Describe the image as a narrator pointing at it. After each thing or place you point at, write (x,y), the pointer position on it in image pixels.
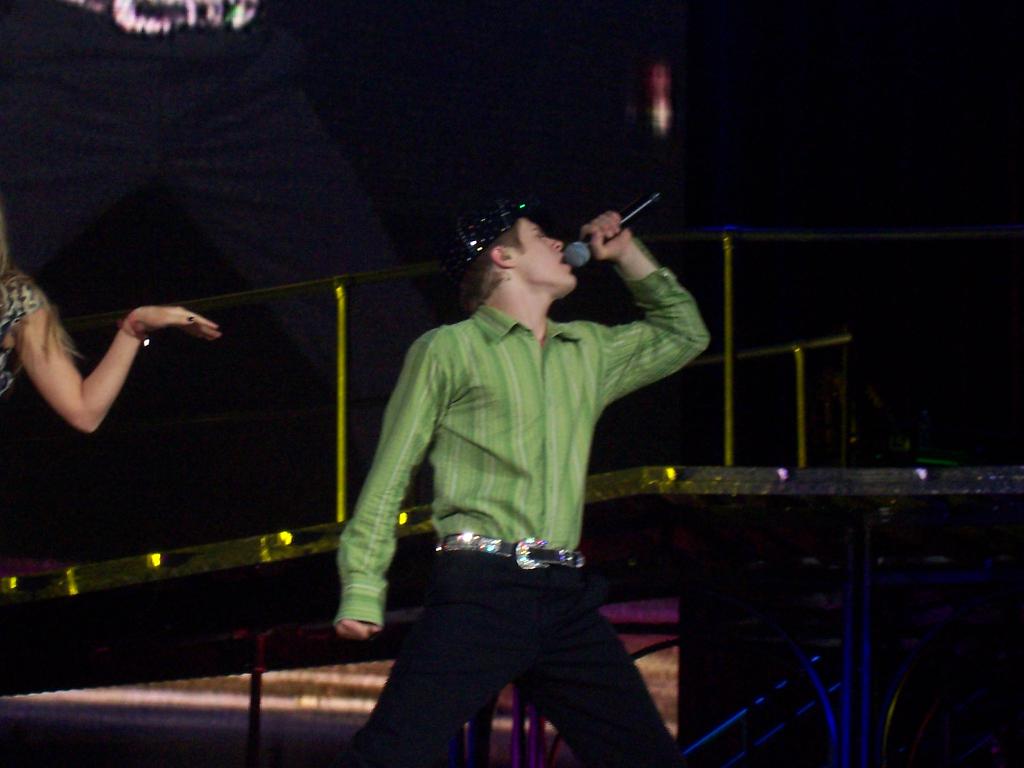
This image consists of a man (530,423) singing. He is wearing a green shirt (562,448). On the left (35,378), there is a woman (40,372). In the background (362,156), there is a curtain (40,147). And we can see a ramp (60,578) along with the lights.
